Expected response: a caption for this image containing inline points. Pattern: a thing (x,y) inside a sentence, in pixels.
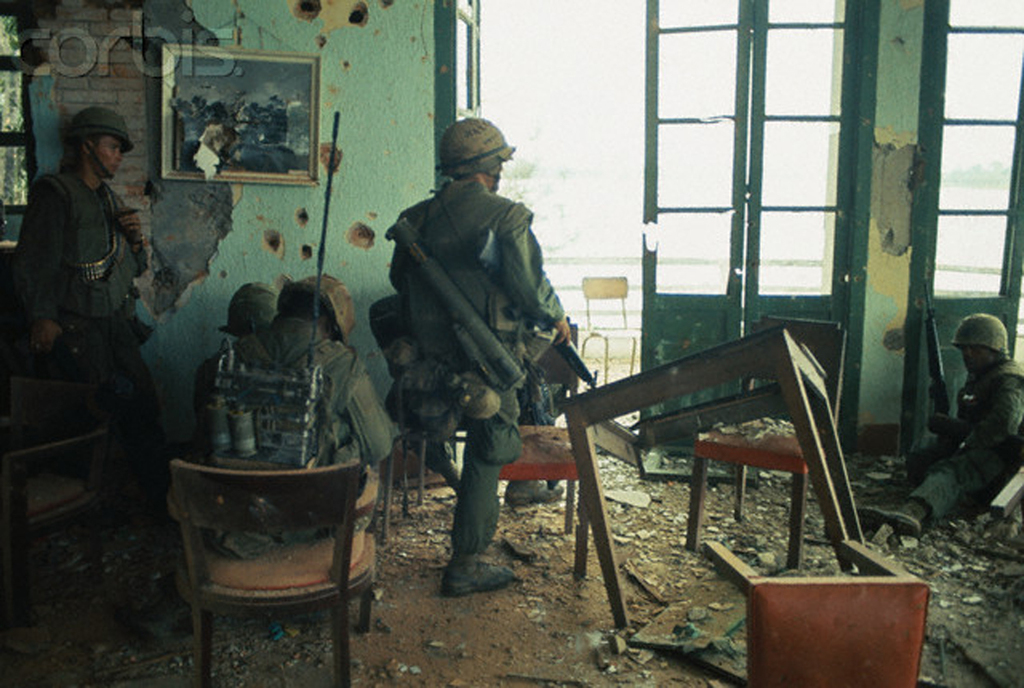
In this picture we can see five men (408,258) where two are standing and three are sitting and beside to them we have tables (826,448), chairs (782,462), door (757,296), wall (429,108) with frame (241,72) and some material (612,506).
